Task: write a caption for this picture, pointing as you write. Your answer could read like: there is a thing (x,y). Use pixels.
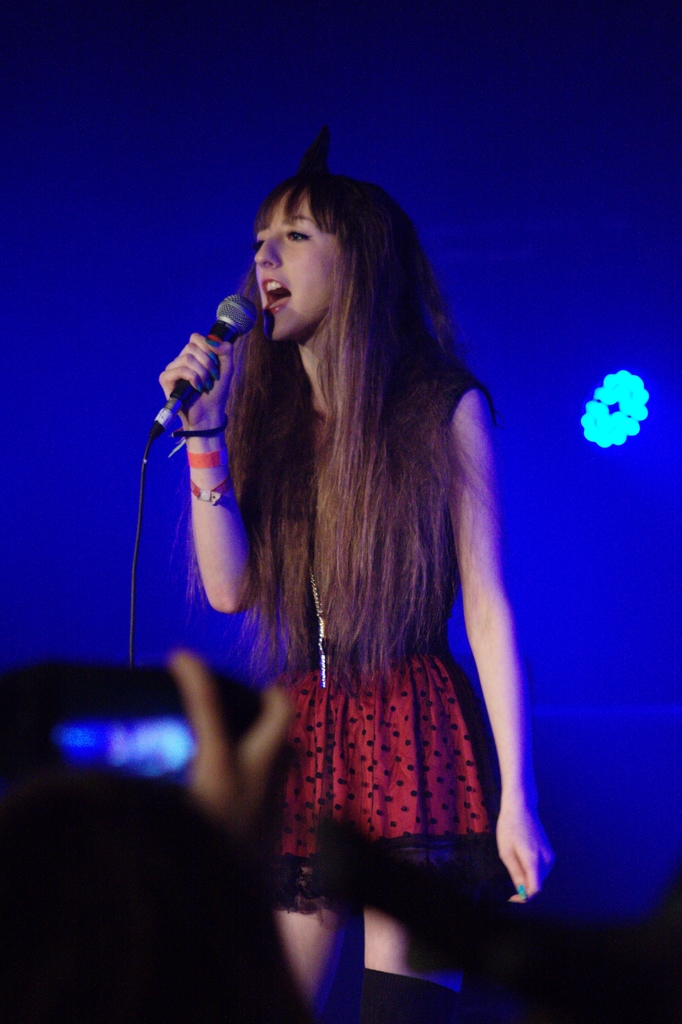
In this image I can see a person (296,469) standing and holding the mike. There is a light (603,408) and there is a blue background (242,86).
